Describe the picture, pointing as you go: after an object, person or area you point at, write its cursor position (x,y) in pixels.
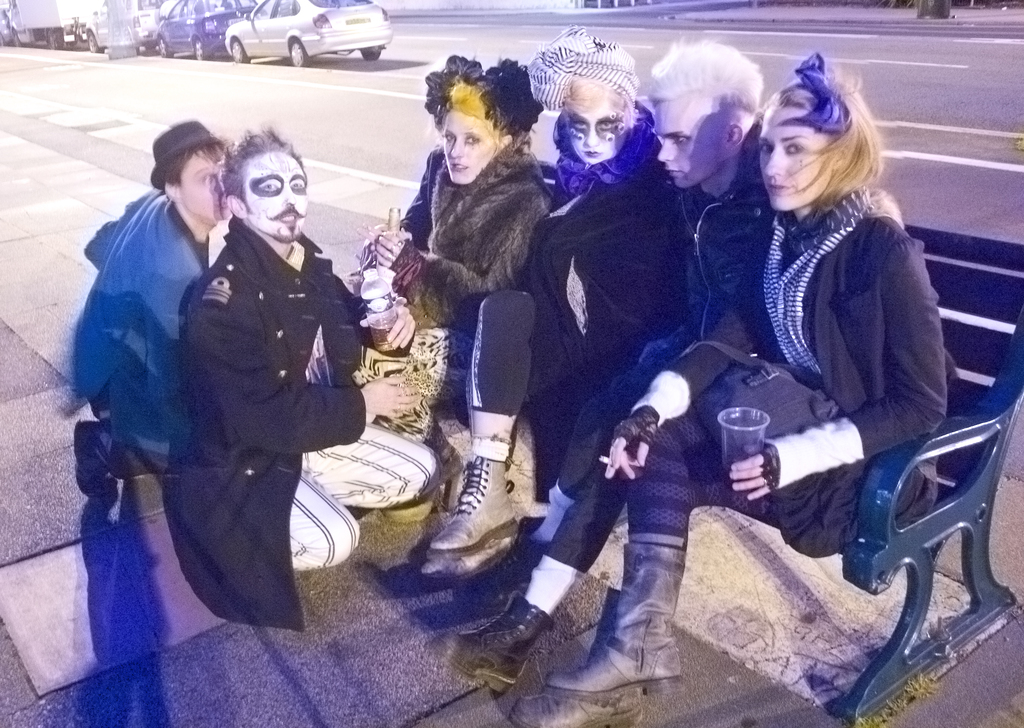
In the image there are a group of people (306,429) the foreground (561,238), they are wearing some paints (294,208) on their faces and behind them there is a road (522,58) and on the left side (328,25) there are vehicles (83,40).
